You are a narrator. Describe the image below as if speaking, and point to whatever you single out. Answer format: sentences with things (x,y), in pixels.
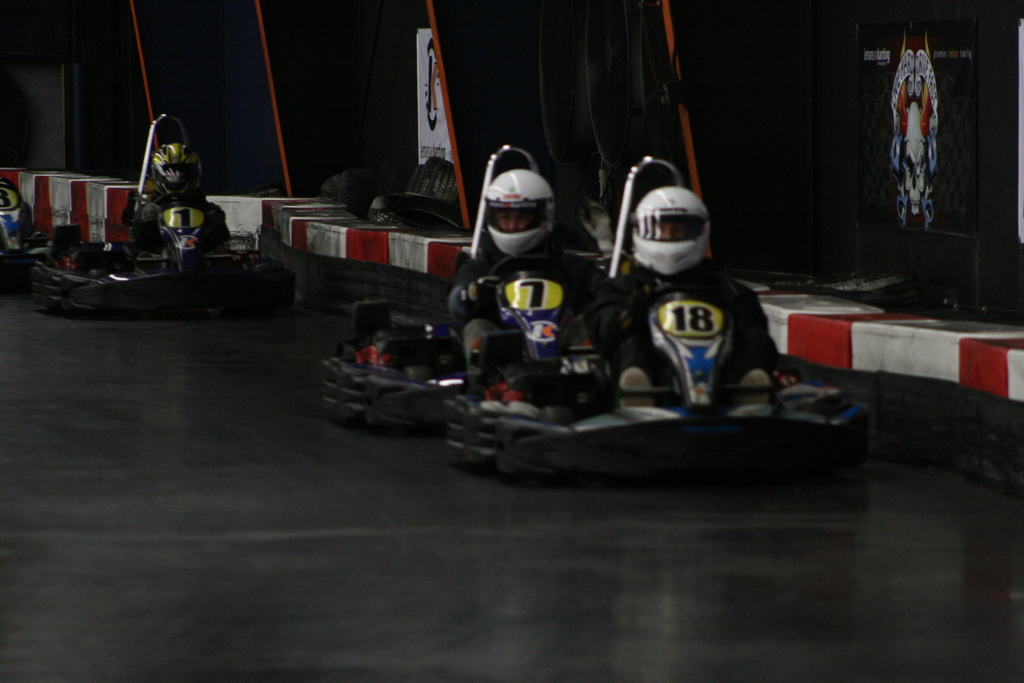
In this image there are few peoples (545,264) wearing helmets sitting vehicles (36,238) visible on floor (209,561), beside them there are some objects (915,163) visible.
